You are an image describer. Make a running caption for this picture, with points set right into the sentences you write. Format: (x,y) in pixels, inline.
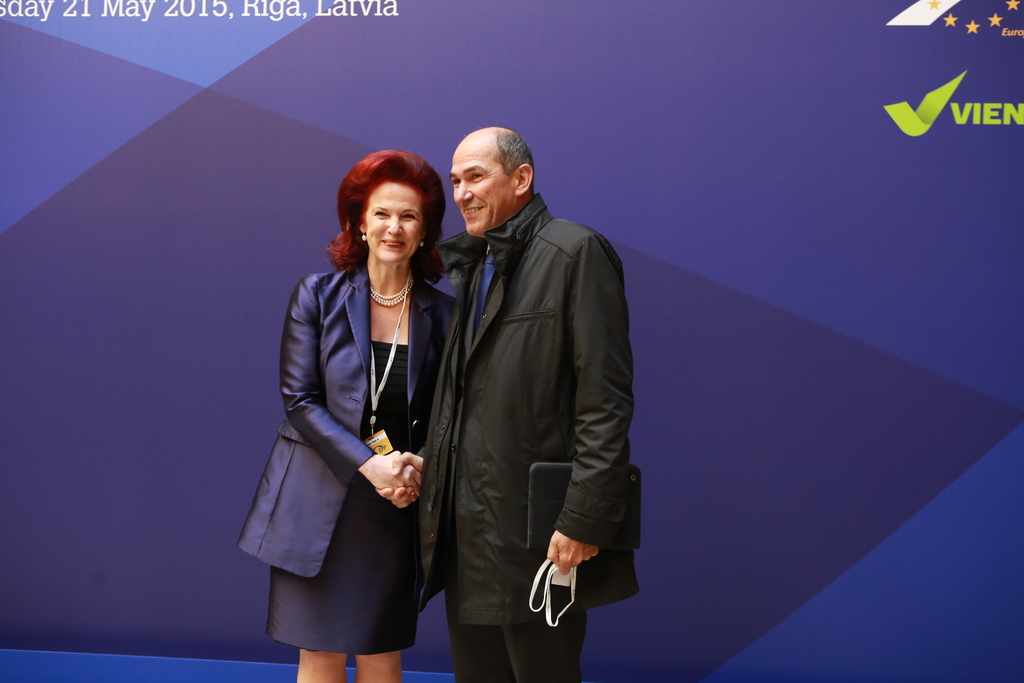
In this image there are two persons (415,445) standing and shake hands (394,490) to each other with a smile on their face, one of them is holding an object (547,543) in his hand (562,542).
